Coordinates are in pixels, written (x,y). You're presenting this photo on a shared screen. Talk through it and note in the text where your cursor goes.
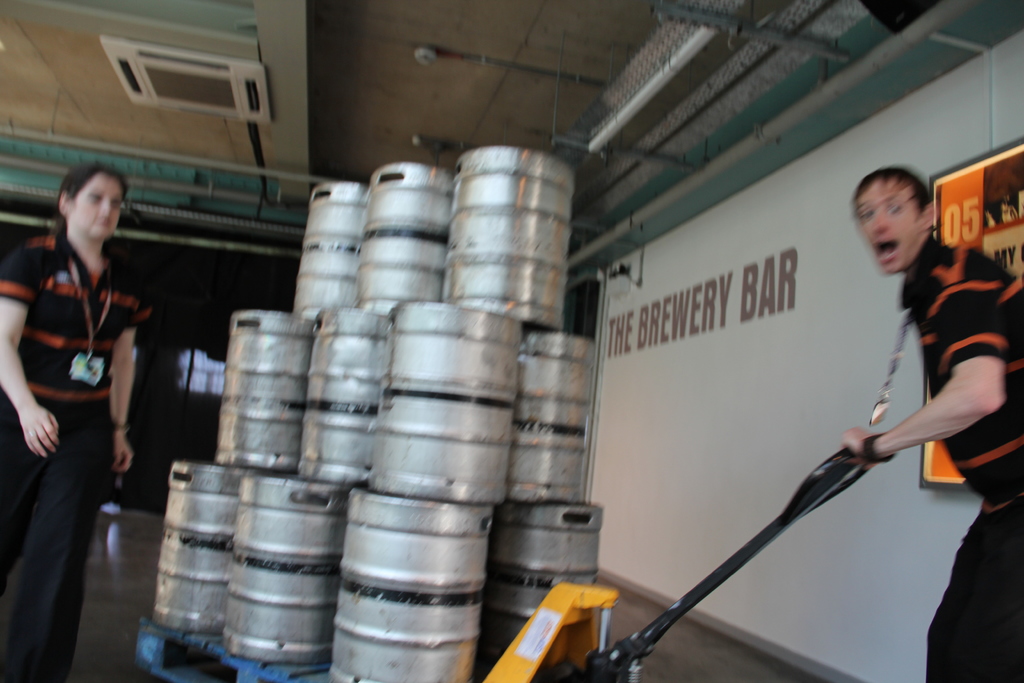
In this image two persons (2,346) are standing on the floor (139,677). Right side (716,583) a person (964,383) is holding machine (747,556) in his hand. There are few drums (399,515) having one up on the other. Few lights (630,110) are attached to the roof (416,132). Behind this person (1007,509) there is a frame (1012,194) attached to the wall (761,489).
